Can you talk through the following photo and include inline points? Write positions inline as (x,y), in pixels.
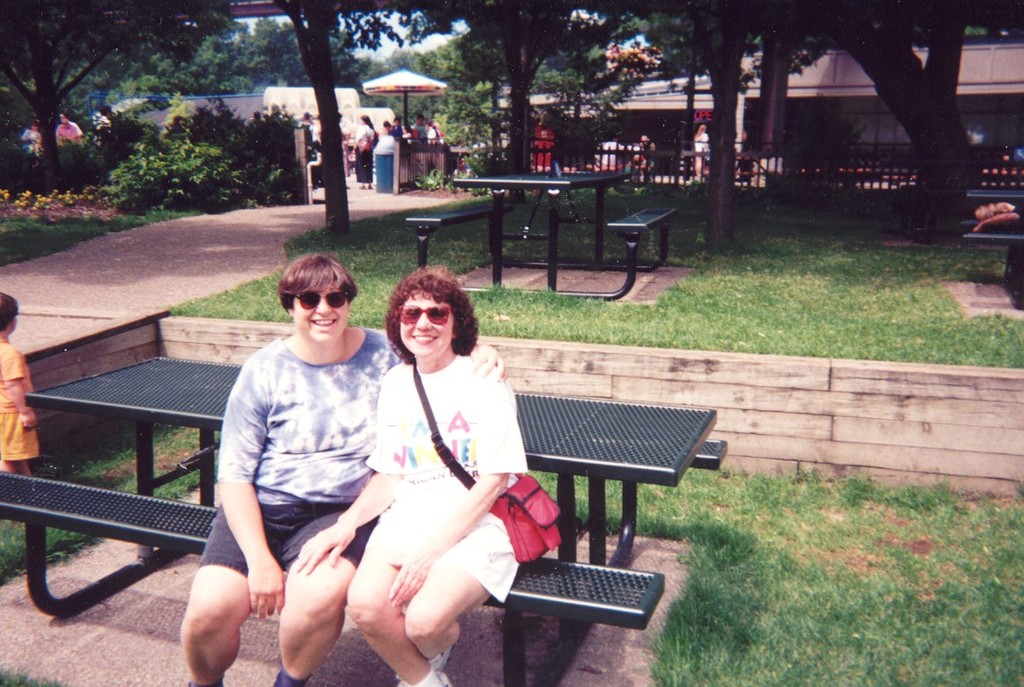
In this image we can see two persons (465,371) sitting on the bench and we can also see people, grass (880,647), trees (483,62), plants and benches (523,266).
